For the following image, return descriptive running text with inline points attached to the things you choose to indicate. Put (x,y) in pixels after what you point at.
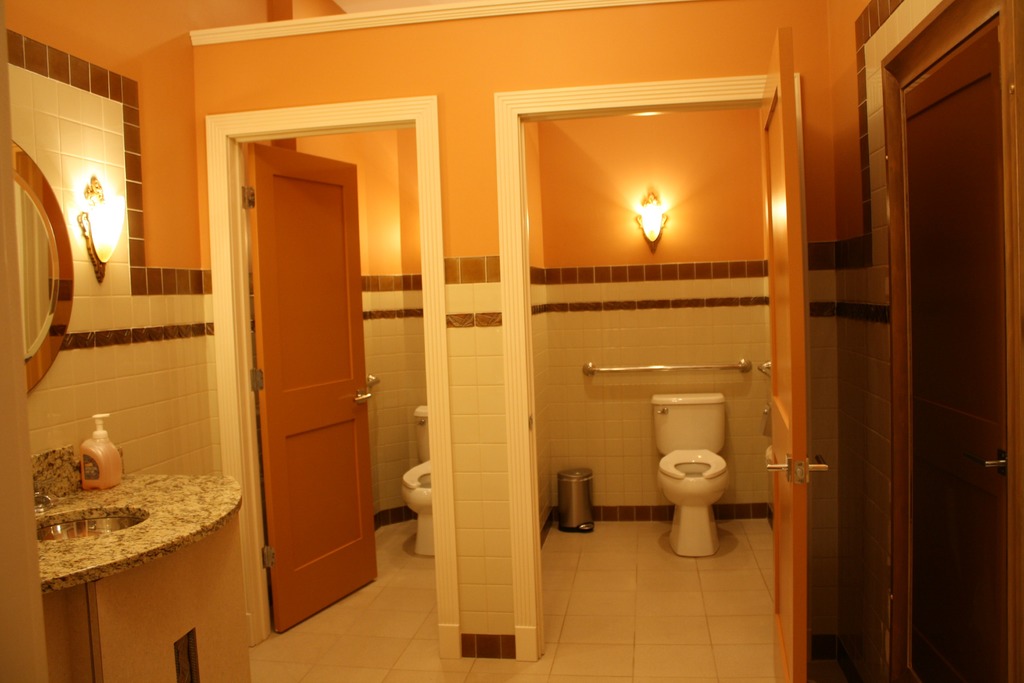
This picture might be taken inside the room (638,428). In this image, on the right side (986,308), we can see a door (977,503) which is closed. In the middle of the image (664,434), we can see a door (796,396) which is opened, in the room (752,434), we can see a toilet (710,491), dustbin (570,511) and a light (653,225). On the left side (317,377), we can also see a door (314,376) which is opened, on the left side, we can also see a toilet (424,503). On the left side (74,540), we can see a wash basin (109,527), mirror (28,343) and a light (100,231). At the bottom (570,586) there are some tiles (585,570).
